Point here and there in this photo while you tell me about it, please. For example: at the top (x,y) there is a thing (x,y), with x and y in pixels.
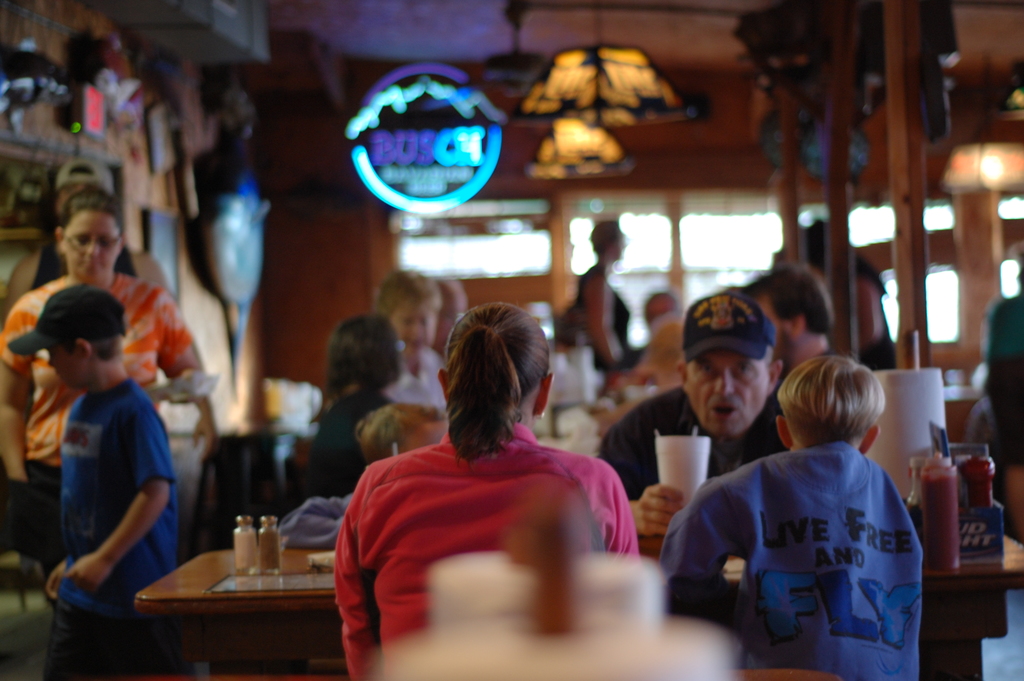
In this image i can see a group of persons (460,468) sitting on the chair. On the left (102,520) i can see a boy (103,516) standing on the floor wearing a cap (33,343) on his head (68,370). Back side of him a woman (9,366) standing, wearing a spectacles (78,242) and there is a table (304,554) on the center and there are some bottles (234,544) kept on the table (231,553). On the back side (476,217) i can see a window (702,225). and there are the lighting (552,77) on the roof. and there are some bottles (923,477) kept on right side of the table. and there is a man (624,447) sitting on chair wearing a cap (746,342) on his head (702,383).
